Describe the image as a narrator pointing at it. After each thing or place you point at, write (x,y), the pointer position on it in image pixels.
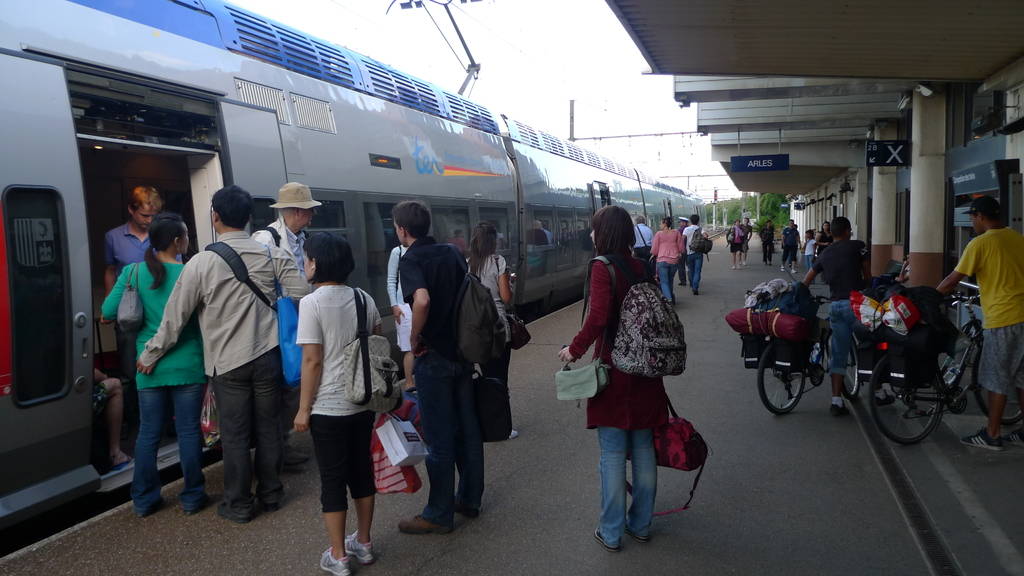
This is the picture of a railway station (738,410). On the left side of the image (24,83) there is a train (490,151). On the right side of the image (839,204) there is a building (947,24) and there are group of people (665,281) on the platform (407,566) and there are two people (1019,306) standing and holding the bicycle (848,391) and there are bags (921,385) on the bicycle (964,402) and there are boards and there is text (962,173) on the boards (962,173). At the back (760,209) there are trees (745,219) and poles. At the top (667,111) there is sky (682,110).
